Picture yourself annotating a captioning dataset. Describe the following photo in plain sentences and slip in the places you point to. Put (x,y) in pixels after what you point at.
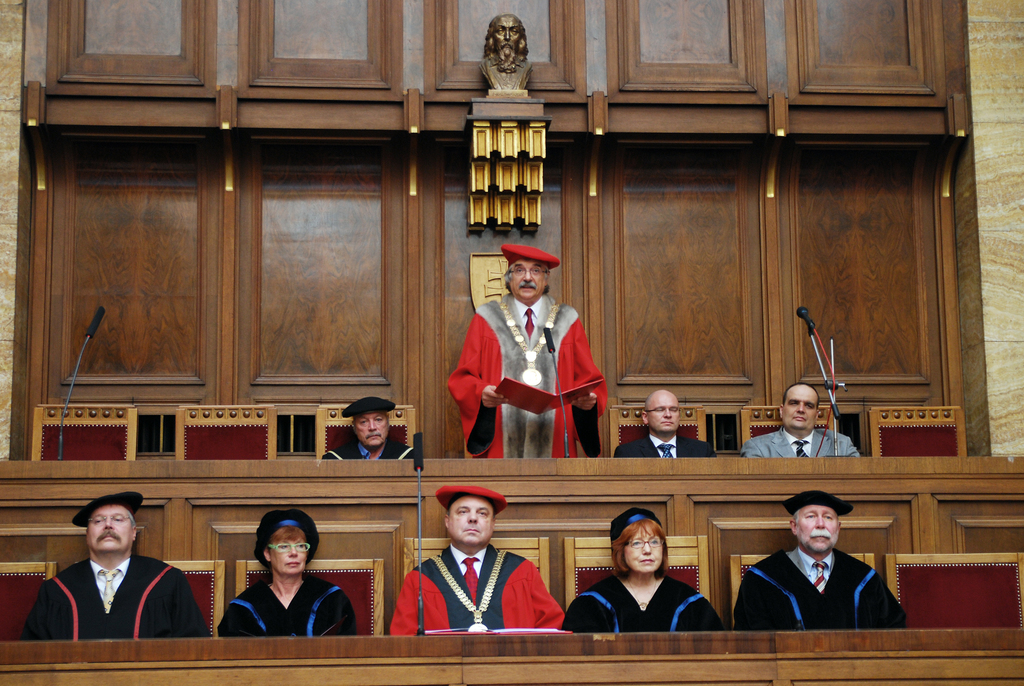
In this image, there are a few people (828,519). Among them, a person (500,444) holding an object (515,400) is standing. We can see some desks (743,505), microphones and chairs (888,406). In the background (829,251), we can see the wooden wall (628,231). We can also see a statue (504,86) and some objects (489,173) attached to the wall (505,241).
